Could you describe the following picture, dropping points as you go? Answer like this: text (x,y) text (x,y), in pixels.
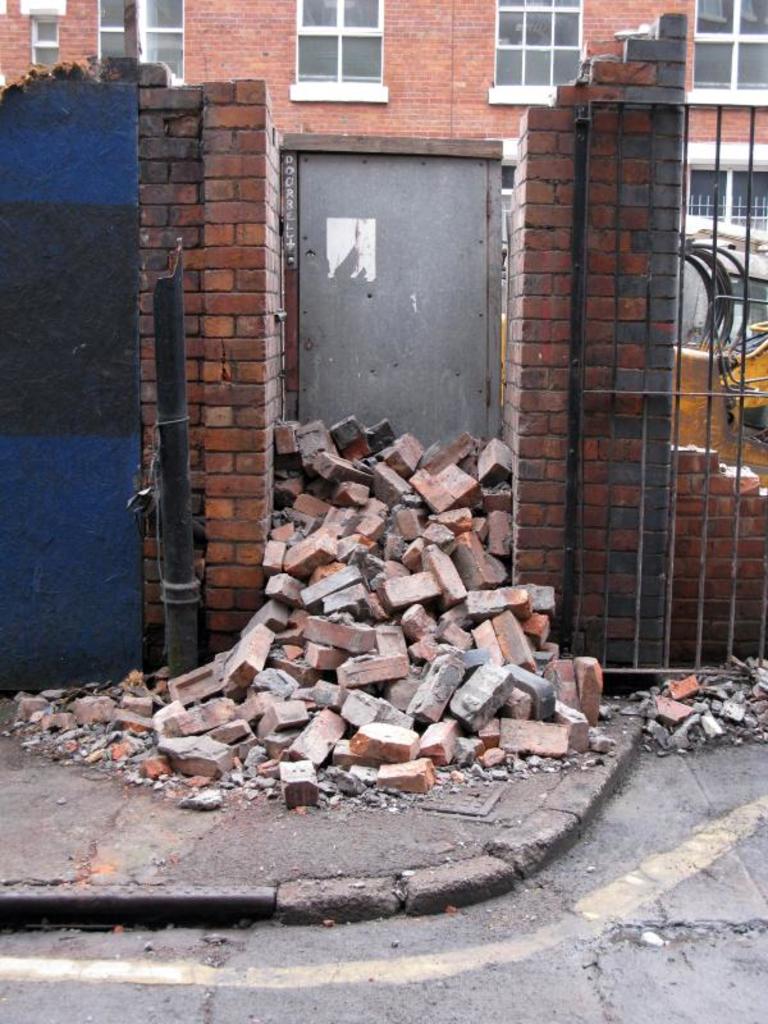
In this picture I can see the path (451,822) in front (37,796), on which there are number of bricks (298,558) and I can see the brick wall (554,250), a door (322,300) and the fencing (686,210). In the background (641,6) I can see a building (398,41) and I can also see the windows (744,75).
